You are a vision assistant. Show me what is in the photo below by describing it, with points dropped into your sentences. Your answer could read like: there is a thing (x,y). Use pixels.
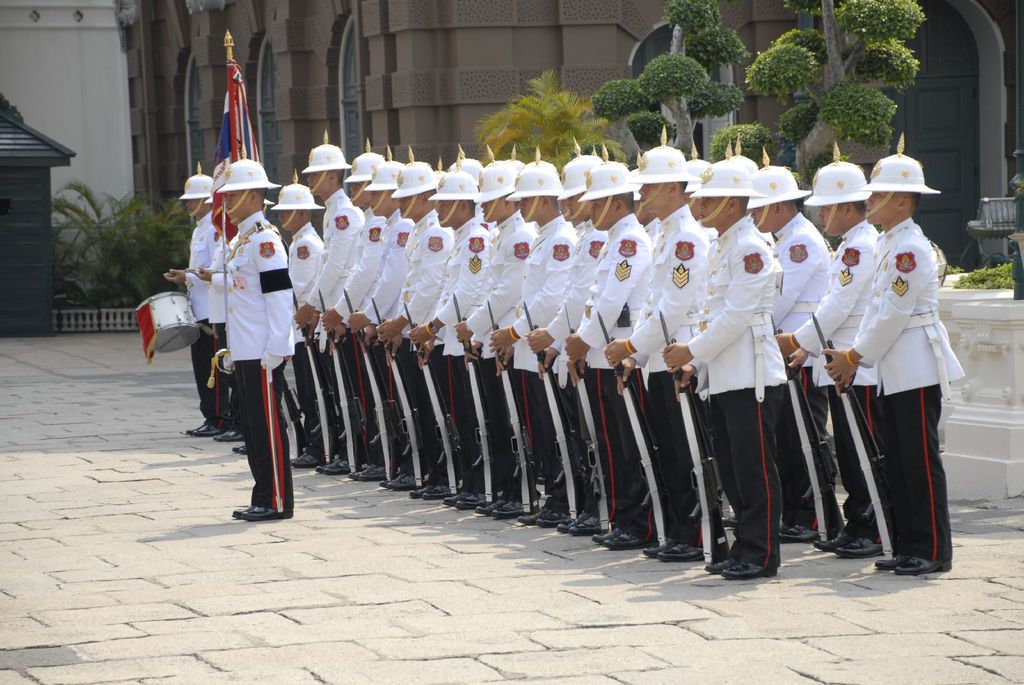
In this image we can see a group of people (908,392) standing and holding weapons (590,420) in their hands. On the left side of the image (195,241) we can see a person (203,293) wearing a musical instrument (177,328), we can also see a flag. In the background (778,79), we can see a shed (6,308), group of plants (828,125), trees (834,111) and a railing (108,322). At the top of the image (400,56) we can see a building (400,50) with windows (647,46).
